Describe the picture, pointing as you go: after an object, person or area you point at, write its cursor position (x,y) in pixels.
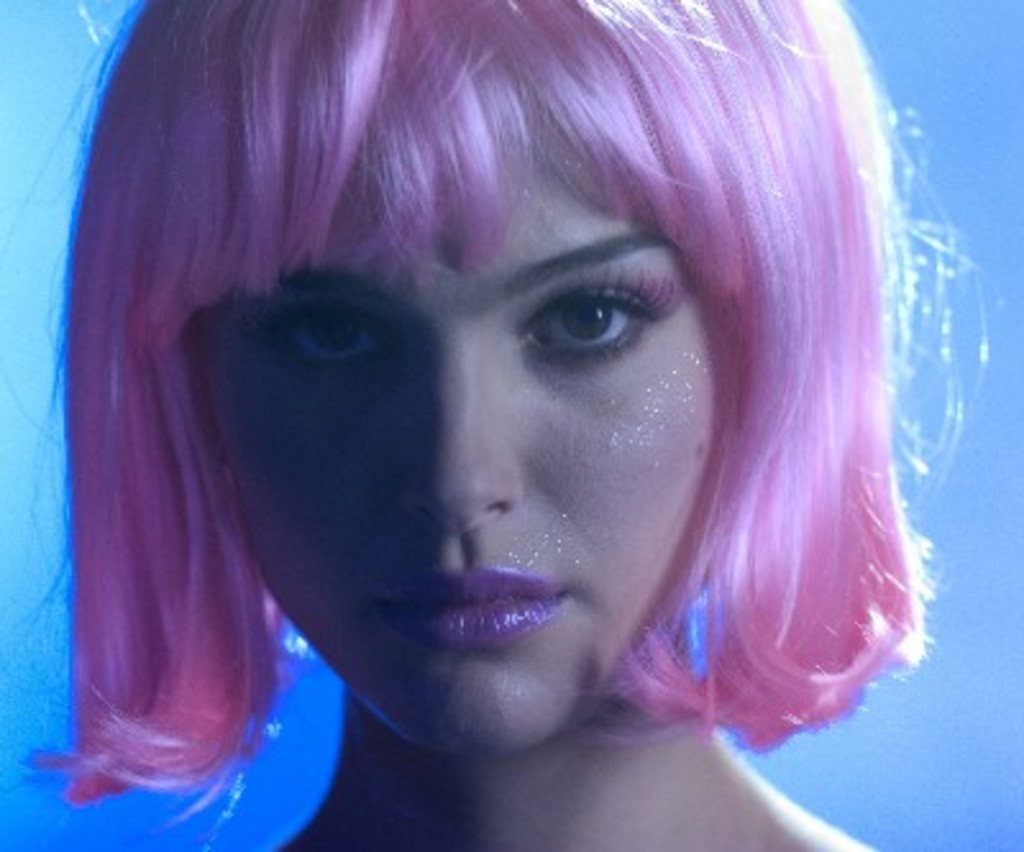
In this picture, we see a girl (306,574). Her hairs (493,131) are in pink color. She is looking at the camera. In the background (23,250), it is blue color.
